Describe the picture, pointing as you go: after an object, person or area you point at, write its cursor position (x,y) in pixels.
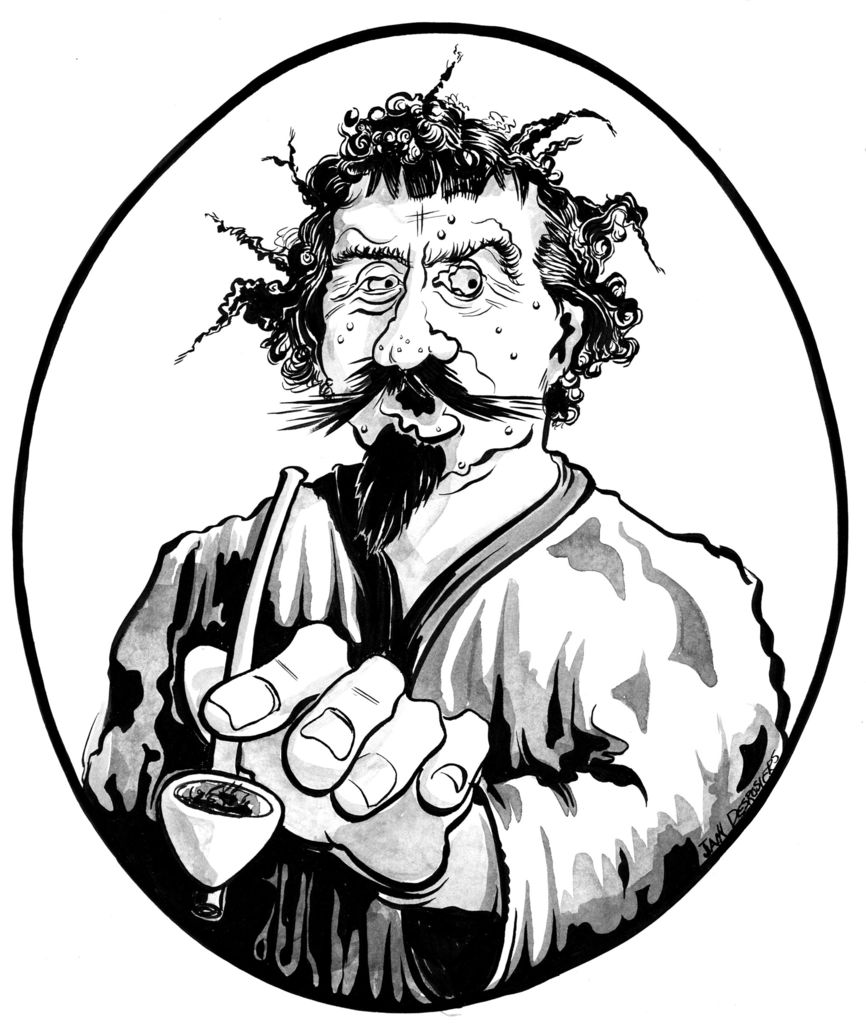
In this picture we can see a sketch (444,681) of a person (453,681), there is a white color background (680,306).
